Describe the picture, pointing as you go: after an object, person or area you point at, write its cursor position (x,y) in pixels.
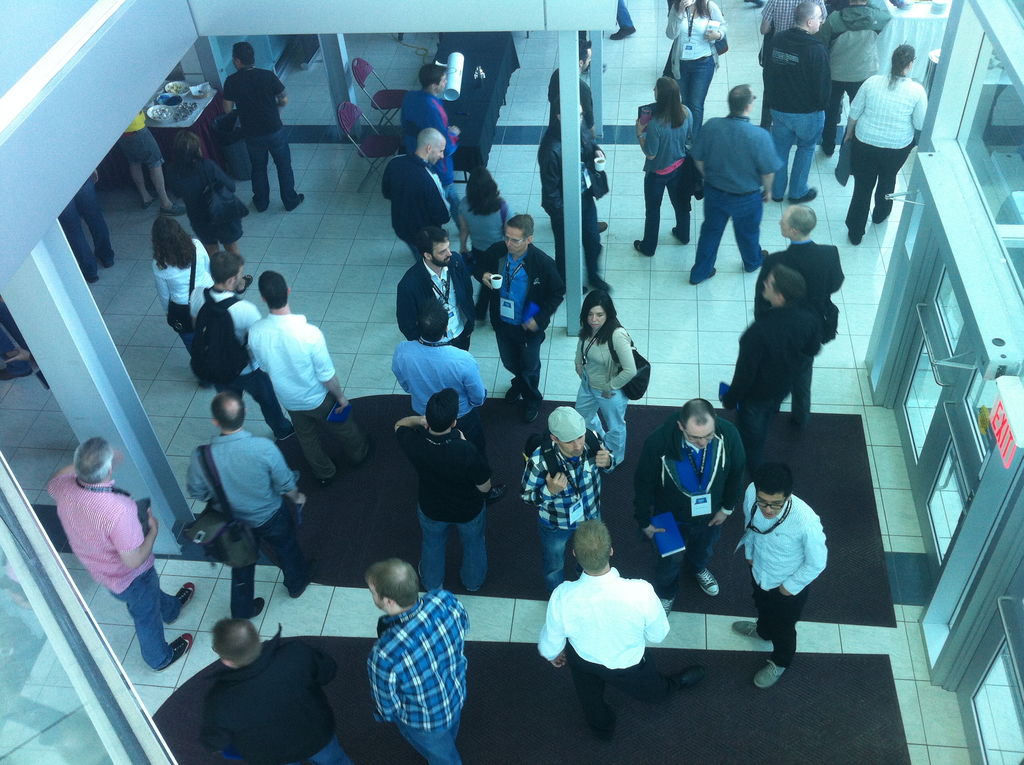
In this picture there are group of people (442,711) moving around. At the bottom (411,705), there is a man (458,669) wearing a check shirt (413,696), behind him, there is another man (287,700) wearing black shirt (274,665). At the bottom (856,703), on the floor (902,703) there are mats (850,554). Towards the right (981,601), there is a door (952,317). On the top (256,23), there are pillars (563,166).
